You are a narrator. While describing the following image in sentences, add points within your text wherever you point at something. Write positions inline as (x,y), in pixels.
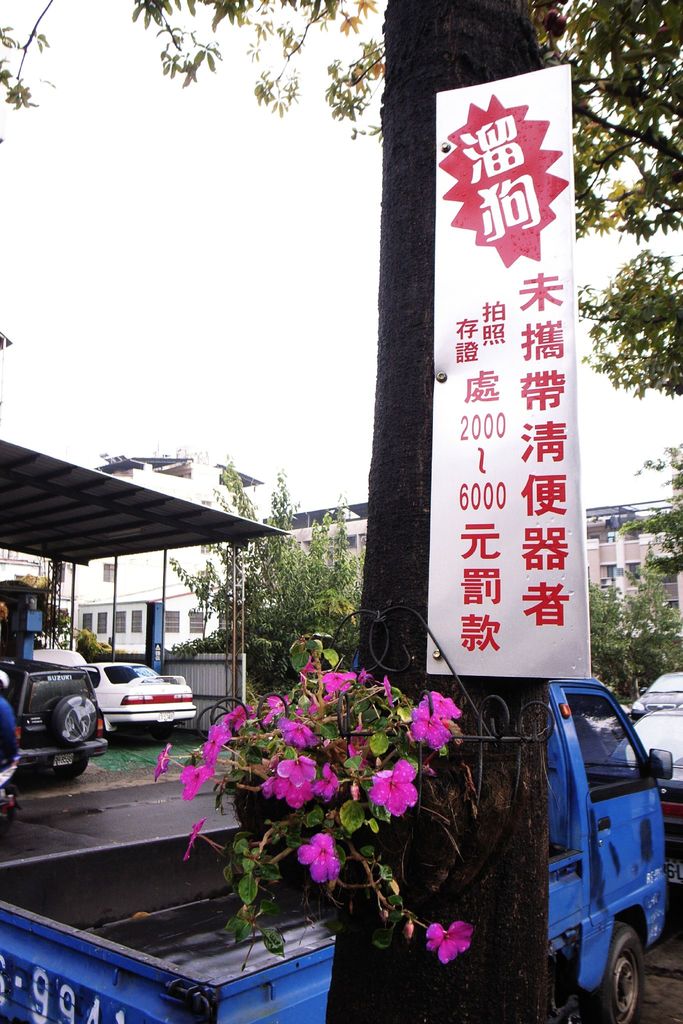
In this image I can see a white board (454,604), pink flowers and vehicles (644,799) on the road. There is a shed (105,509) on the left (126,524). There are trees (653,633) and buildings (636,543) at the back (636,543).
